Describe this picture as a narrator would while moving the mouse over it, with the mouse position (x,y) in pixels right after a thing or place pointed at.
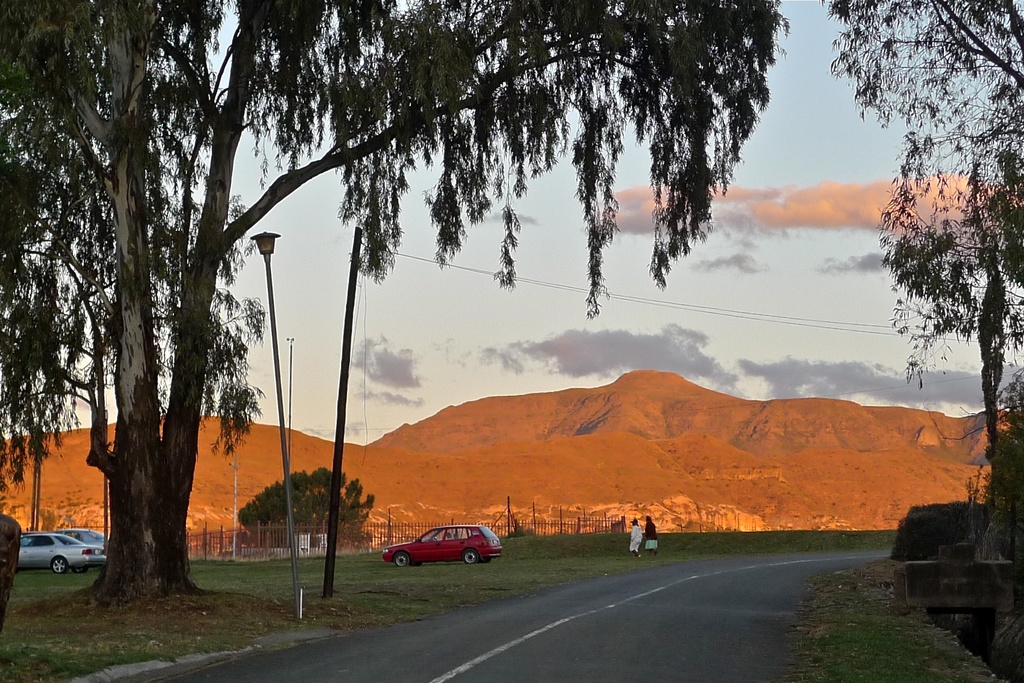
At the bottom of the image (616,626), we can see the road (628,638), grass (56,622), poles (295,562), vehicles (452,557), mesh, street light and trees (172,577). Here we can see two persons (646,543) are walking on the grass (557,567). Background (634,455) we can see the hills (486,465) and sky (573,235).
